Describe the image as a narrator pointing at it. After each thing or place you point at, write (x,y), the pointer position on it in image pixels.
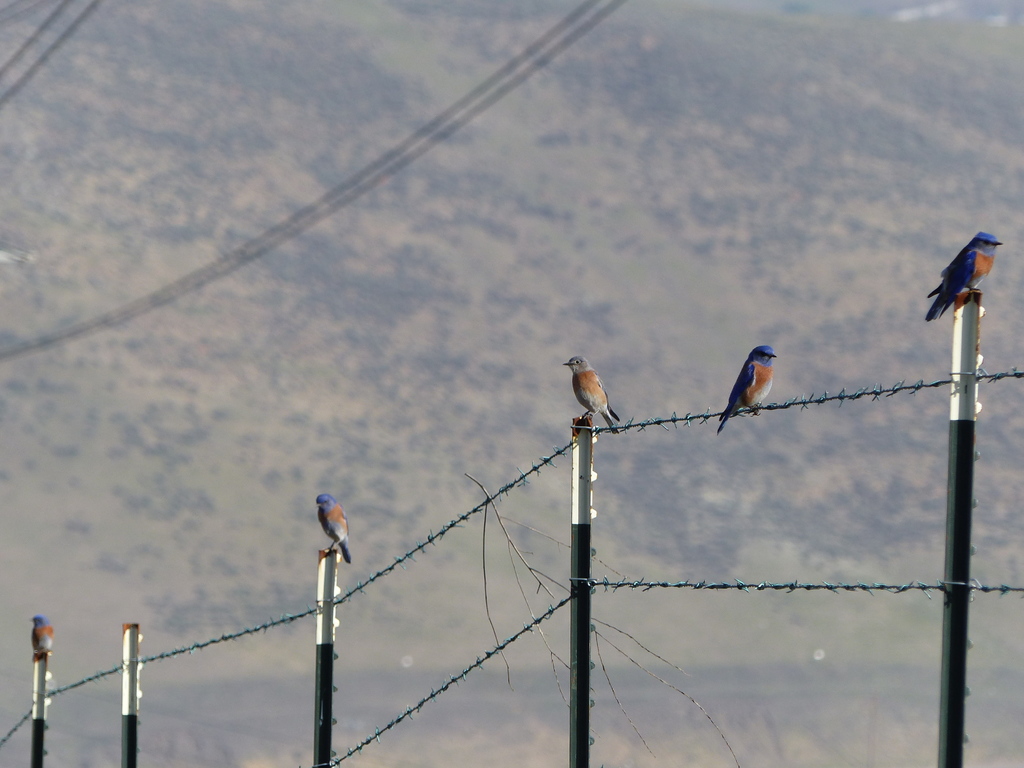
In this picture there is a boundary (369,736) in the center of the image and there are birds (761,380) on it and there are wires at the top side of the image (509,81) and the background (401,235) area of the image is blur.
